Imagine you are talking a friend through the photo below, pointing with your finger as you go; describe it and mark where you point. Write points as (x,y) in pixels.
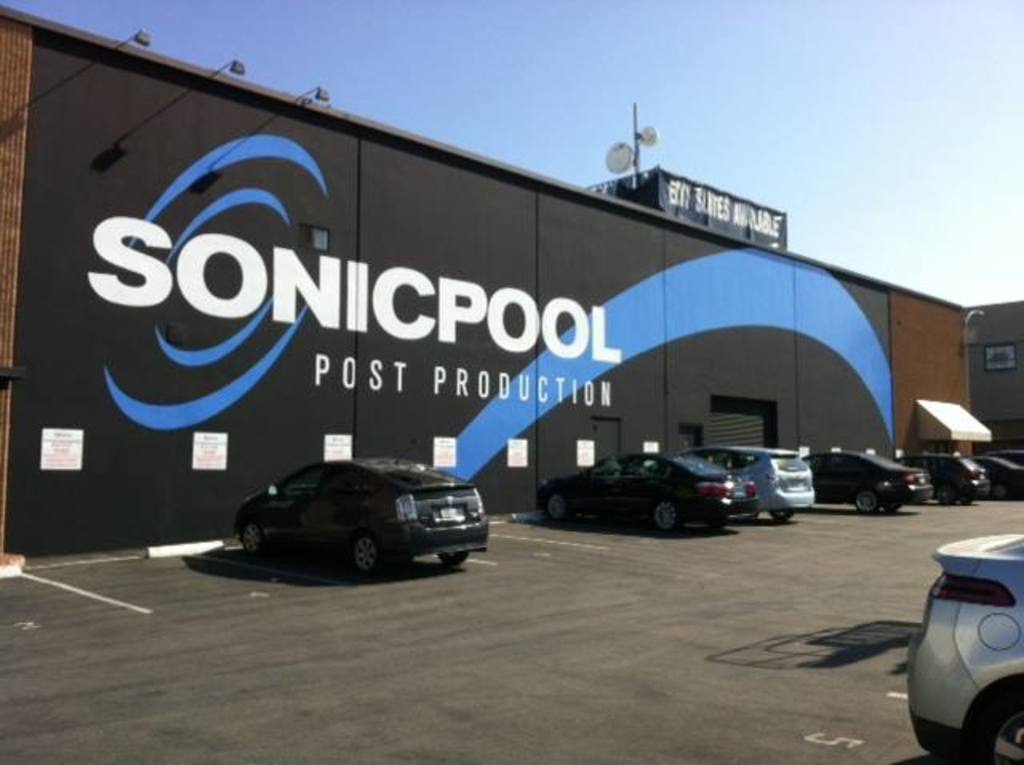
In this image in the front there are cars (938,600). In the background (583,346) there is a wall (655,321) and on the wall (468,322) there is some text (468,322) written on it. On the top of the wall (647,228) there is a banner (710,201) with some text (727,209) and there is an antenna (632,151) and there are lights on the wall (192,96) which are hanging.
